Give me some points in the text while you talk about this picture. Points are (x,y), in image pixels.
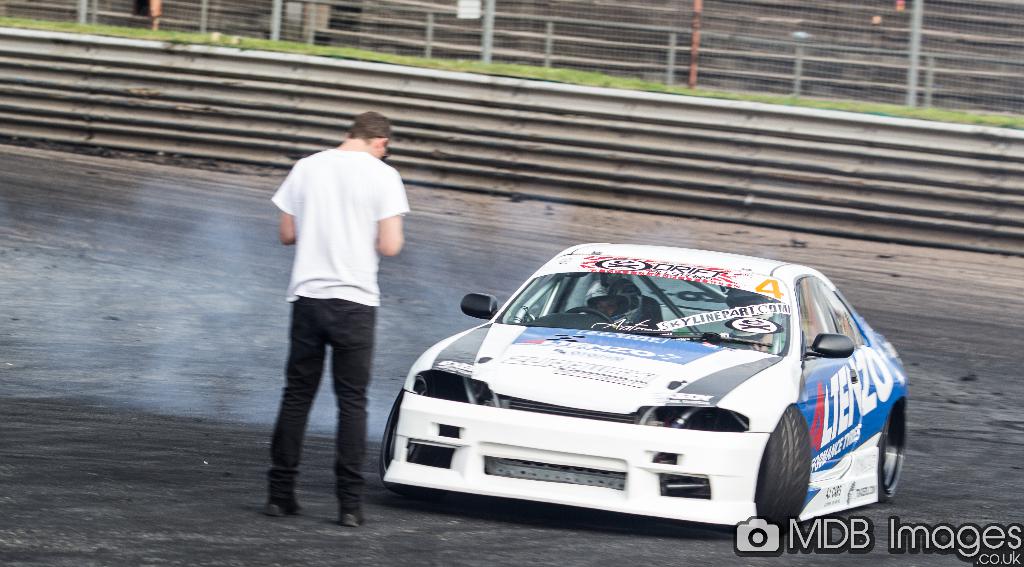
There is a man (355,219) in white color t-shirt (355,219), standing on the road (295,529). Before him, there is a car (803,336) on the road (584,512). There is a person (626,298), sitting in the car (644,331) and driving the car (654,339). In the background (673,191), there is a wall (526,90), grass (934,115), fencing (468,55) and some other objects (391,45).
